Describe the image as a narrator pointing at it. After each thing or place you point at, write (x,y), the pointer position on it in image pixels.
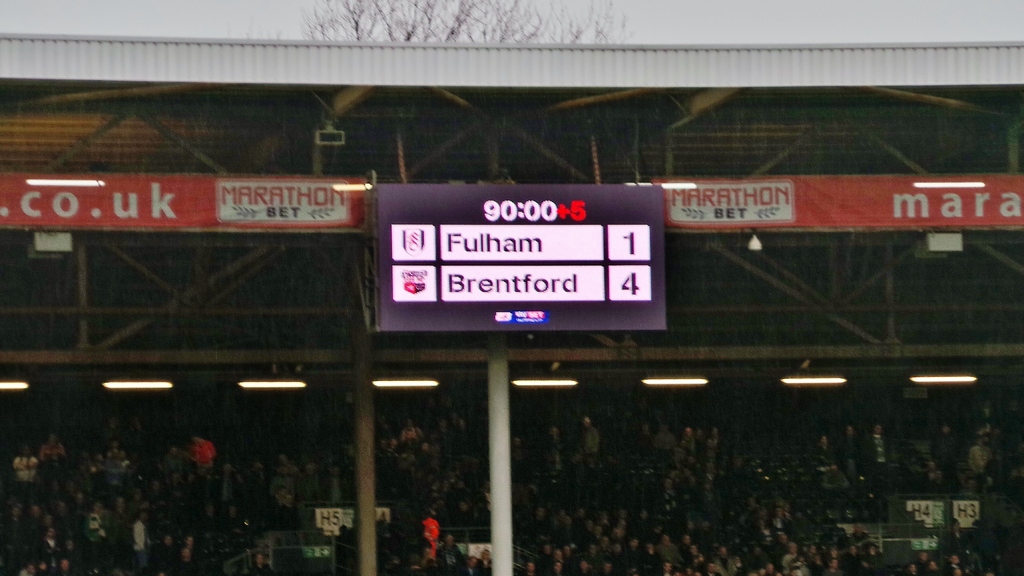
In this image we can see a group of persons (443,466), lights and poles (502,496). At the top (519,97) we can see the roof (280,159) and banners (801,186) with text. In the middle (413,226) we can see a scoreboard (452,263) with text (522,311).
